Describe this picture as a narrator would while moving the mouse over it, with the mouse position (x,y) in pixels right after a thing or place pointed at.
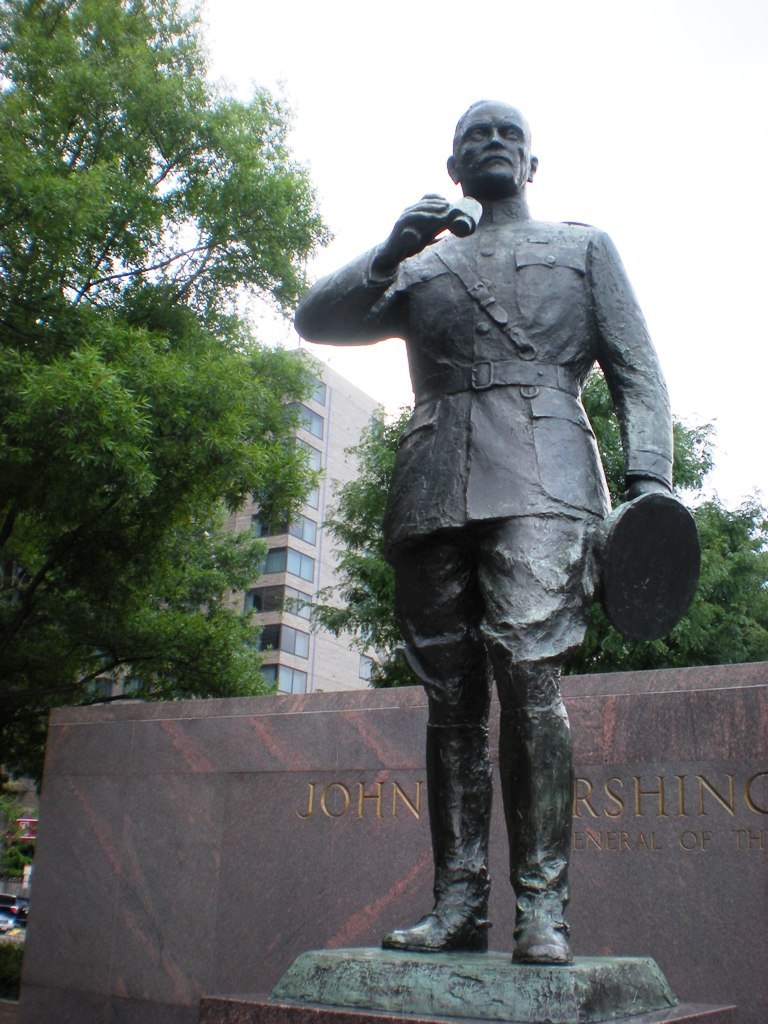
In the foreground of the picture (550,413) there is statue (469,494) of person (509,571). On the left (6,900) there are vehicles (16,896) and trees (170,451). In the center of the background (341,403) there is a building (311,520). On the right (712,612) there is a tree (598,436). Sky (757,254) is cloudy.
